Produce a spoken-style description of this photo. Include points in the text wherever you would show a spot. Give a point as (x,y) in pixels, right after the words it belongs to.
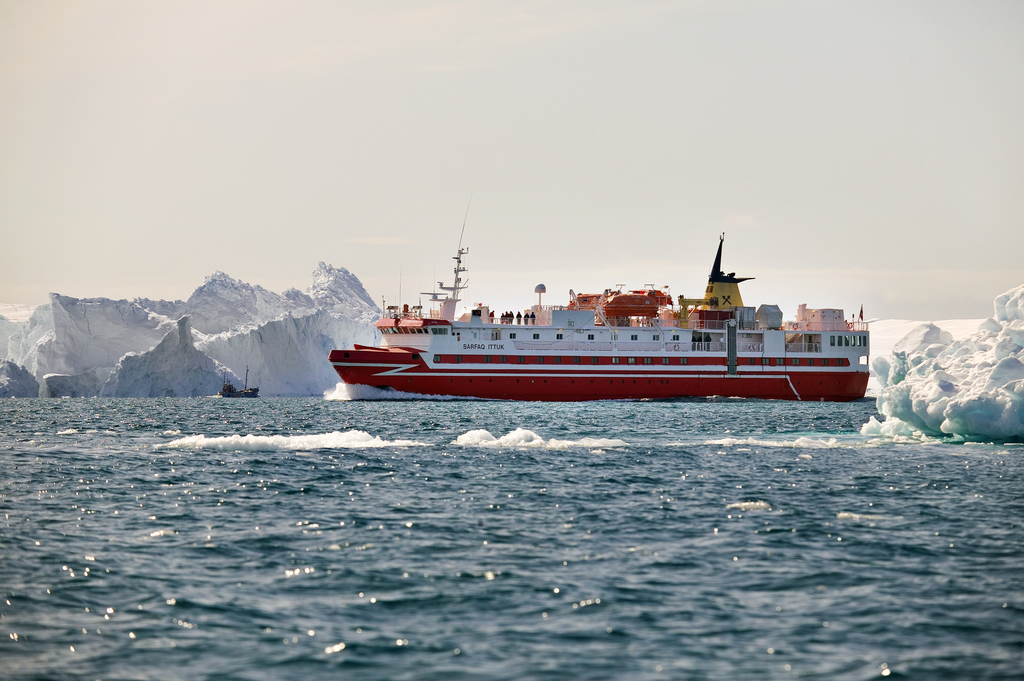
There is a ship (591,391) on the water (579,421) and there are icebergs (376,315) on either sides of it.
